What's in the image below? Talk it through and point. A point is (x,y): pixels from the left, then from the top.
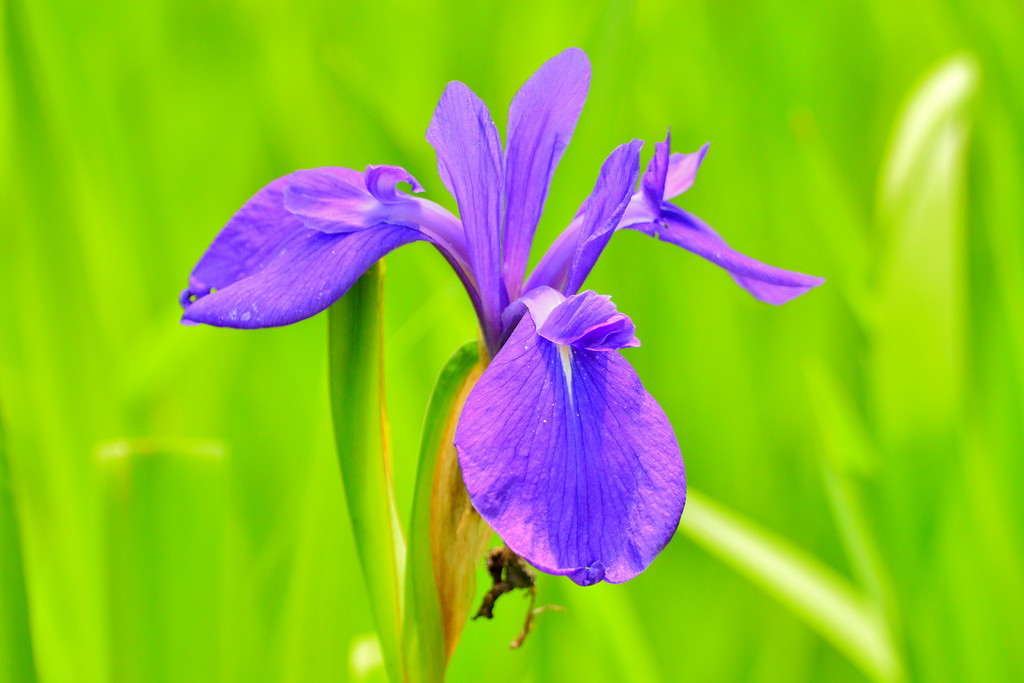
In this picture there is a flower (267,267) in the center of the image (613,396).
